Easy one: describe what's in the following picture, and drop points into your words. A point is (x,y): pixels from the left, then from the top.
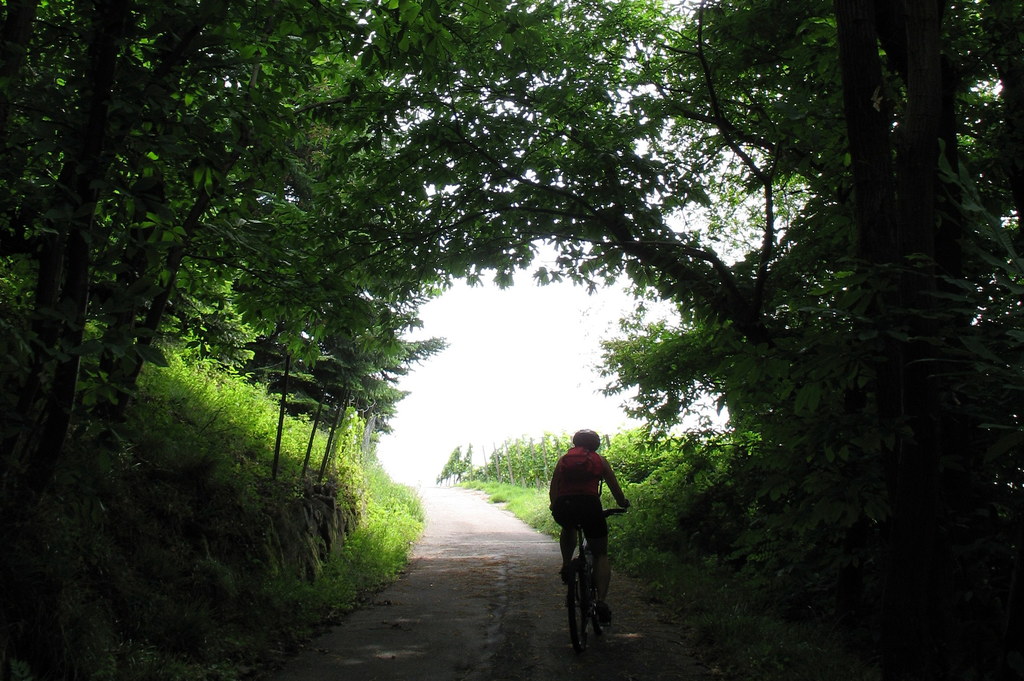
There is a person (593,480) riding a bicycle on the road (488,588). Here we can see grass (202,648), plants (690,580), and trees (331,28). In the background (630,303) there is sky (556,363).
